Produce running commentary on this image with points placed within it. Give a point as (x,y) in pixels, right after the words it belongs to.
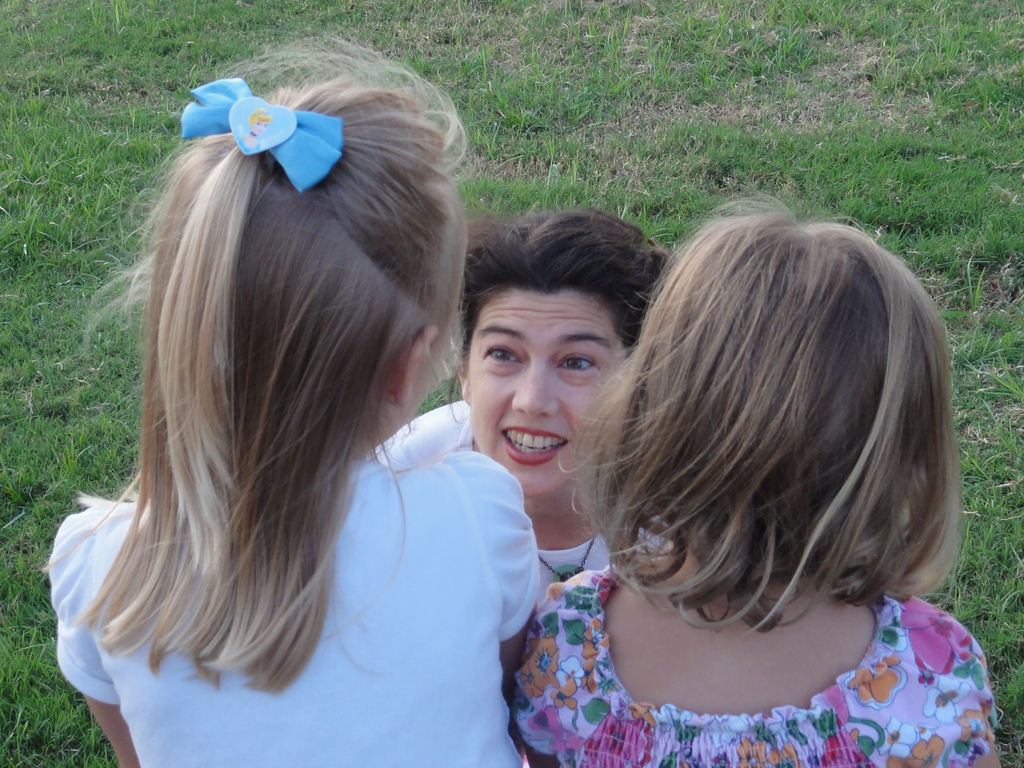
In the picture we can see two girls (314,491) and one woman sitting on the grass surface (88,442), and two girls (867,359) are standing, one girl (134,648) is with white T-shirt (141,757) and one girl (848,356) is with flower paintings designs T-shirt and a woman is wearing a white T-shirt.
